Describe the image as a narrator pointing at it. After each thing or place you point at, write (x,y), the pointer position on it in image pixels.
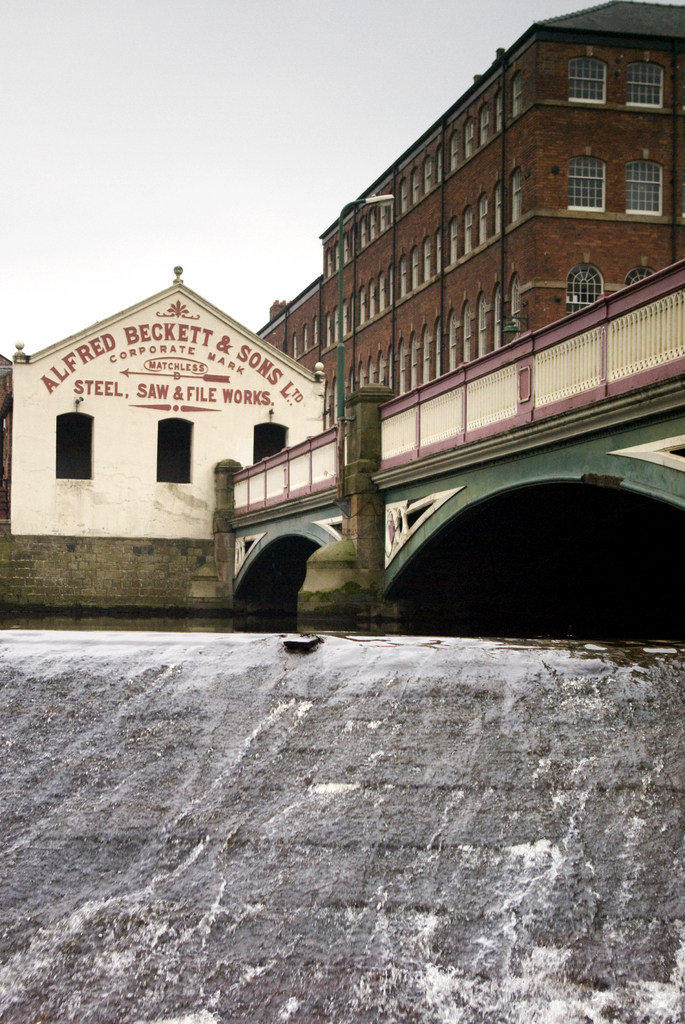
In this image there is water (173,780). Behind the water (147,780) there are buildings (453,336) and a bridge (383,397). There is text (153,377) on a building (166,346). At the top (211,124) there is the sky (205,126).
